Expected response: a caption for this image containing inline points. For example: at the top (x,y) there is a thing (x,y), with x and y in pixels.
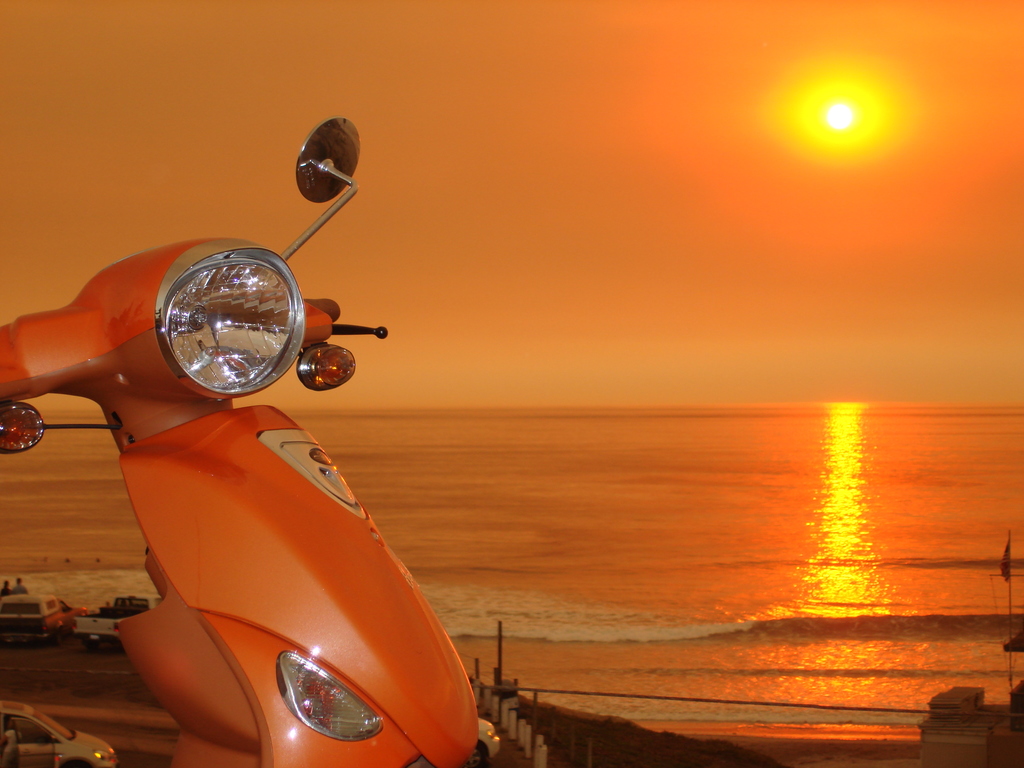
In this picture we can observe an ocean (599,453). There is a bike (132,360) on the left side (203,553). In the background (547,271) there is a sky (588,137) with a sun (843,117). The sky (533,145) is in orange color.
